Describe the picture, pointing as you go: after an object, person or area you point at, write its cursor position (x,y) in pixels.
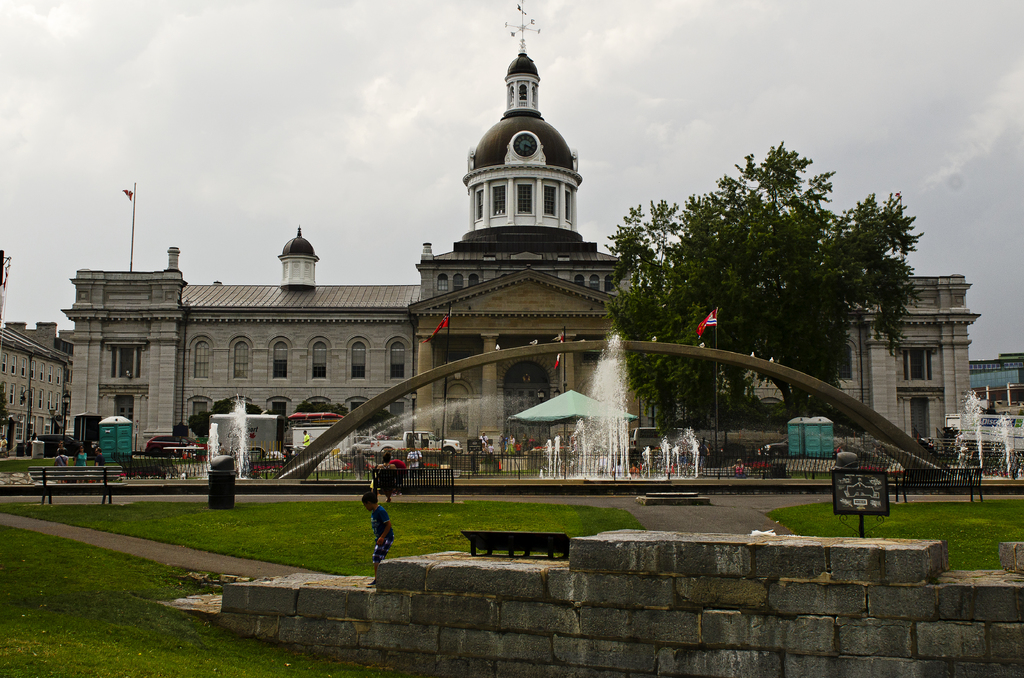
In this image there are people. There are benches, dustbins (211,494), buildings (3,427), trees (793,394), flags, fountains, vehicles (292,414) and a metal fence (551,477). In the center of the image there is a tent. At the bottom of the image (451,508) there is grass (456,548) on the surface (423,534). At the top of the image (311,84) there is sky (360,99).
